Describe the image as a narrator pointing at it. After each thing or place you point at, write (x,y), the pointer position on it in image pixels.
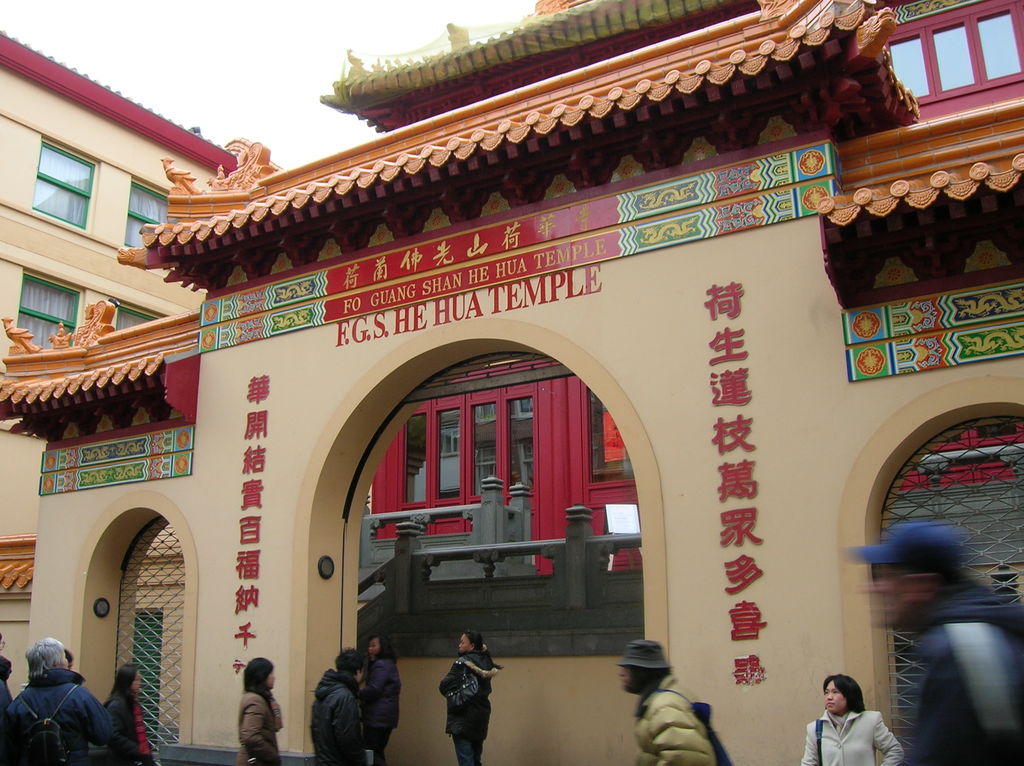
In this picture, we can see a few people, buildings (388,499) with windows (511,405), and we can see some reflections (518,423) on the glass (616,477), and we can see the sky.
